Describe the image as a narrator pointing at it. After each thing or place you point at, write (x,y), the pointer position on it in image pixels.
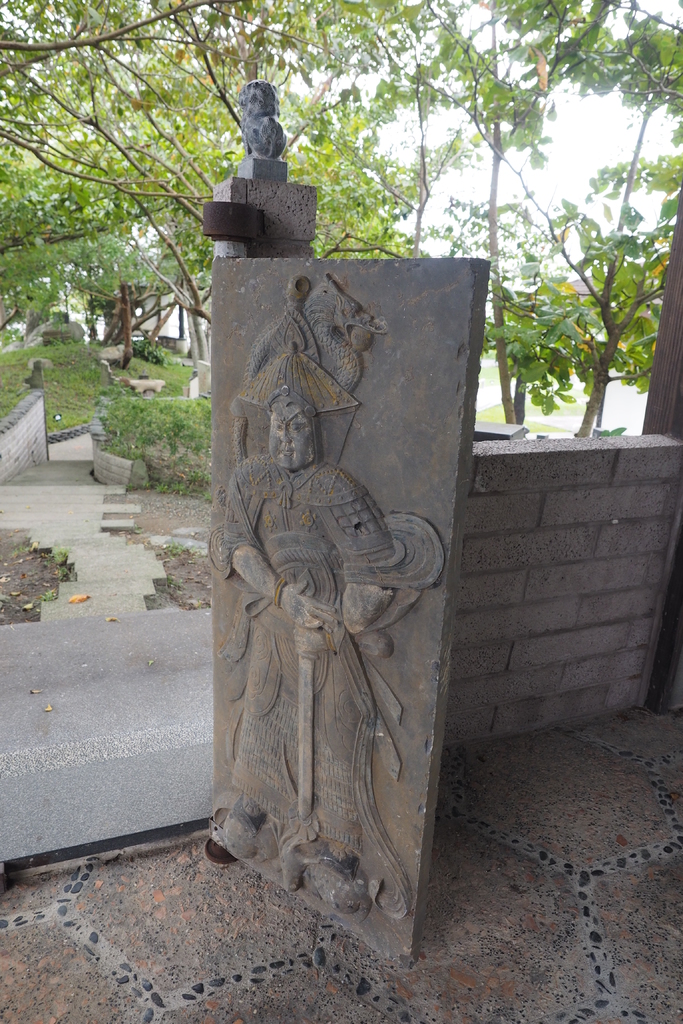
In this picture I can observe carvings (332,578) on the stone (369,429). On the right side (463,592) I can observe wall (557,609). In the background (153,122) there are trees (347,98).
